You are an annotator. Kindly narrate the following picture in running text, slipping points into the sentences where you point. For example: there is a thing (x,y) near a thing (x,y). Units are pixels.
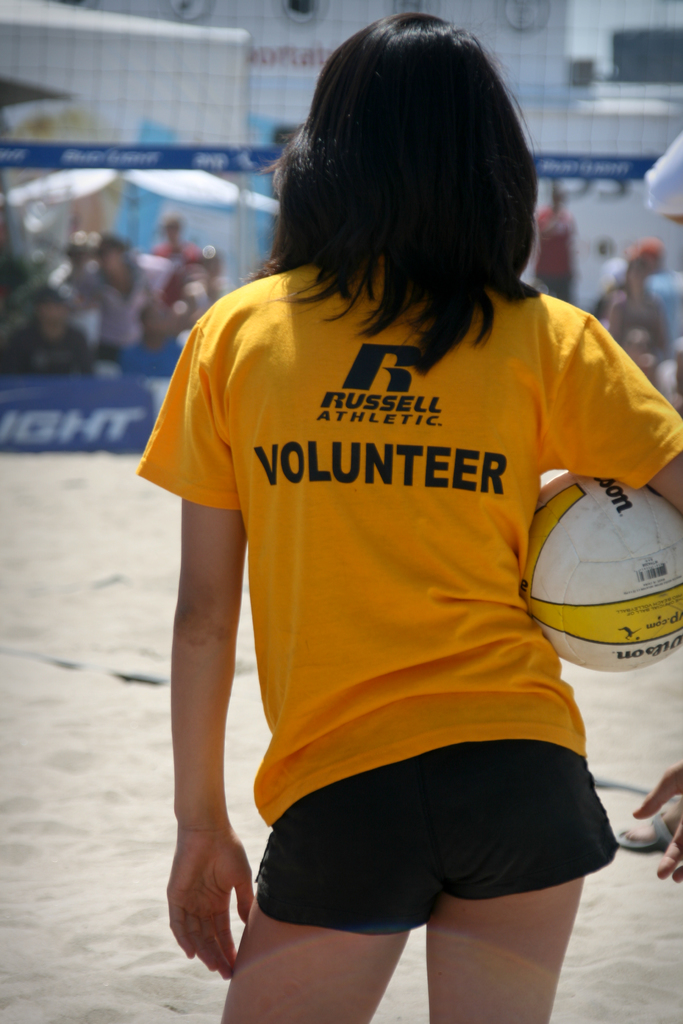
In this picture there is a person (622,458) standing and holding a ball (556,607) and in background (112,294) there are some people (131,278).
